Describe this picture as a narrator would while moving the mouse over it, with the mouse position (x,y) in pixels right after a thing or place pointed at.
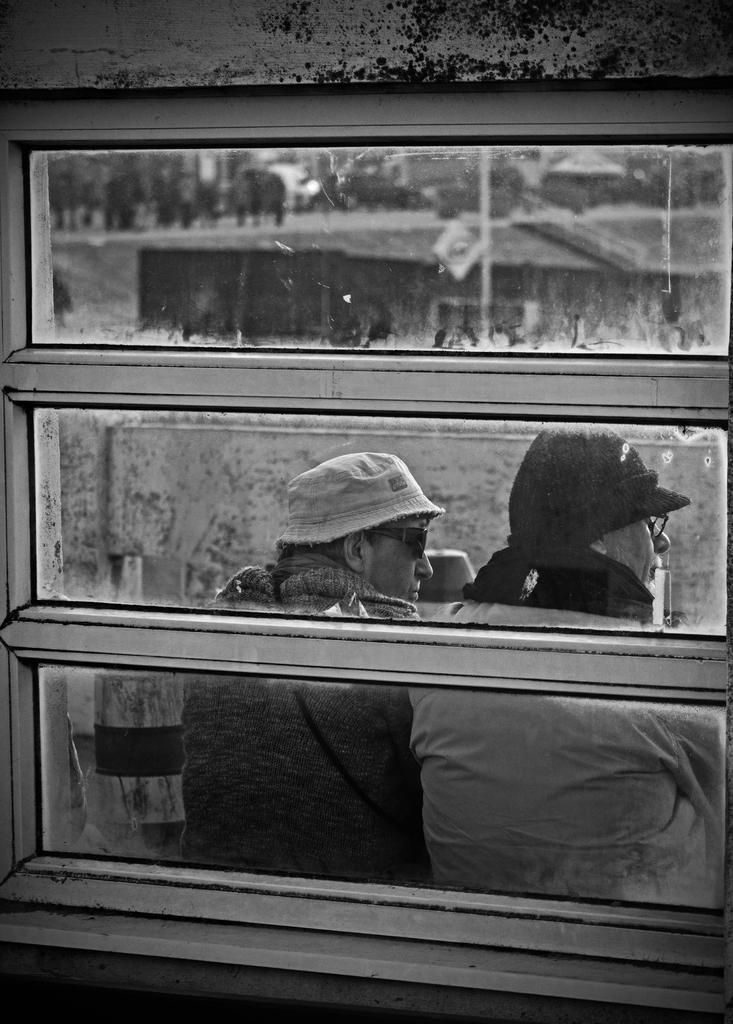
In this image there is a window (230,893) and we can see people (428,785) through the window glass (290,306).
